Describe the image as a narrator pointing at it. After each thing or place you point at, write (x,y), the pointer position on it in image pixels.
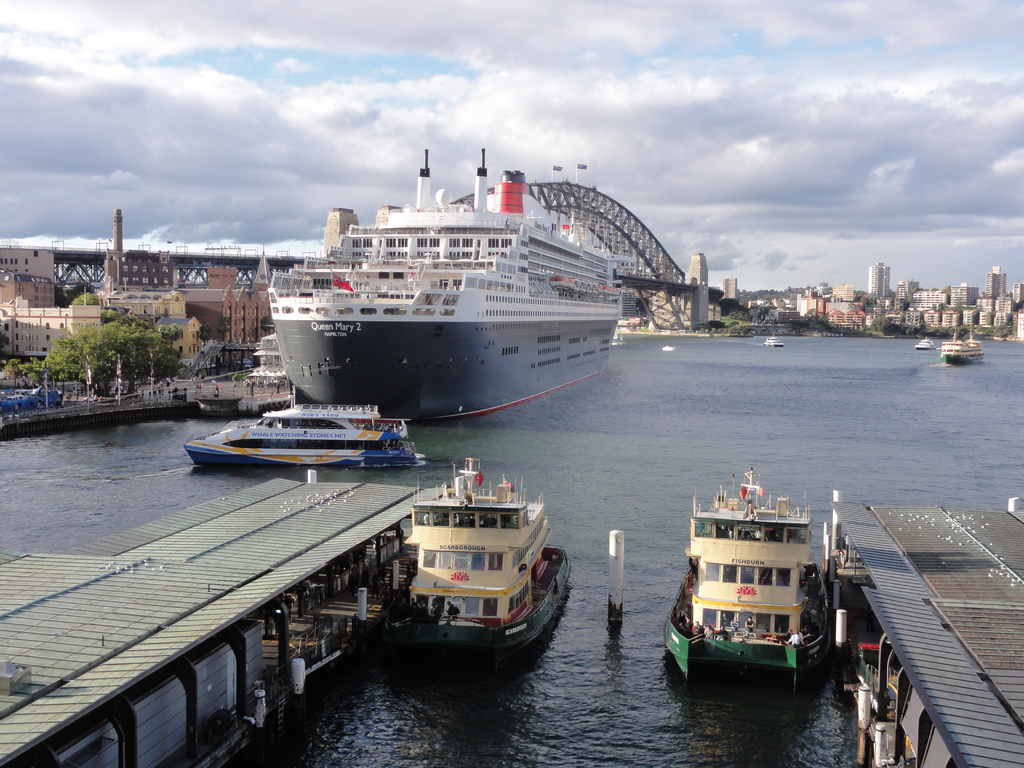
In this image I see few boats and I see a ship (449,298) over here and I see the water (664,379) and I see the platforms (299,564) over here. In the background (44,321) I see number of buildings (52,345) and I see a bridge (618,248) and I see few trees (131,341) over here and I see the sky (674,150) which is a bit cloudy.
